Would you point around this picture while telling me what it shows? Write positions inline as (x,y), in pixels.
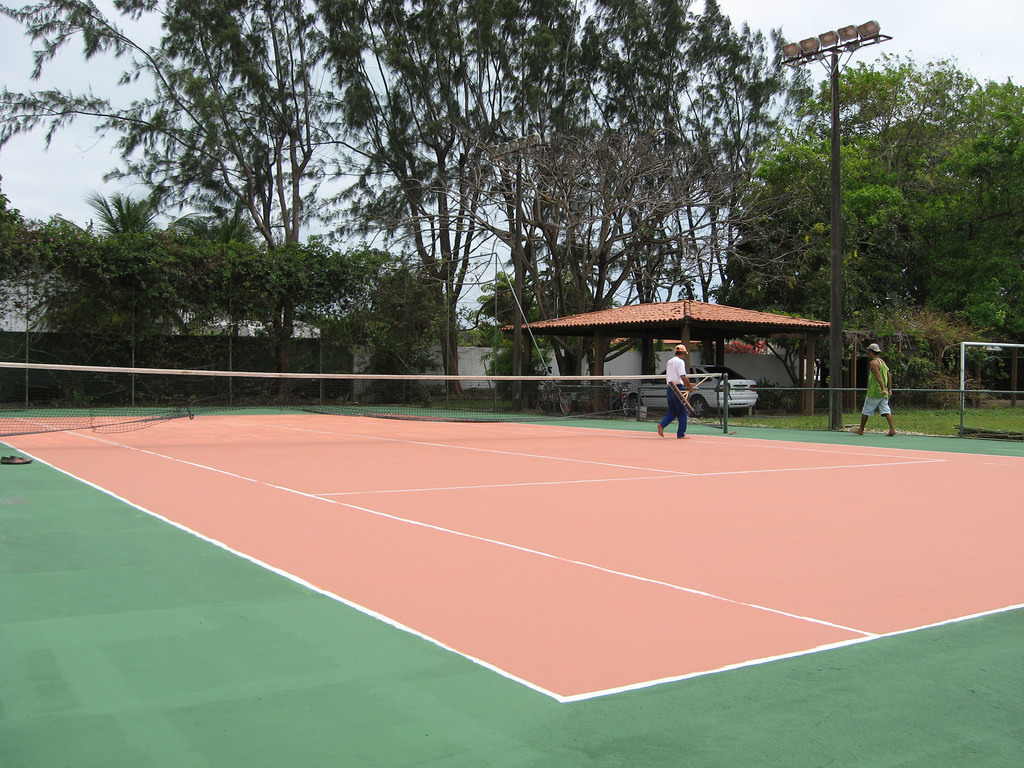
In this image I can see two persons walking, background (717,396) I can see a car (737,399) in white color, trees (981,311) in green color, a light pole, and sky (969,45) in white color.
